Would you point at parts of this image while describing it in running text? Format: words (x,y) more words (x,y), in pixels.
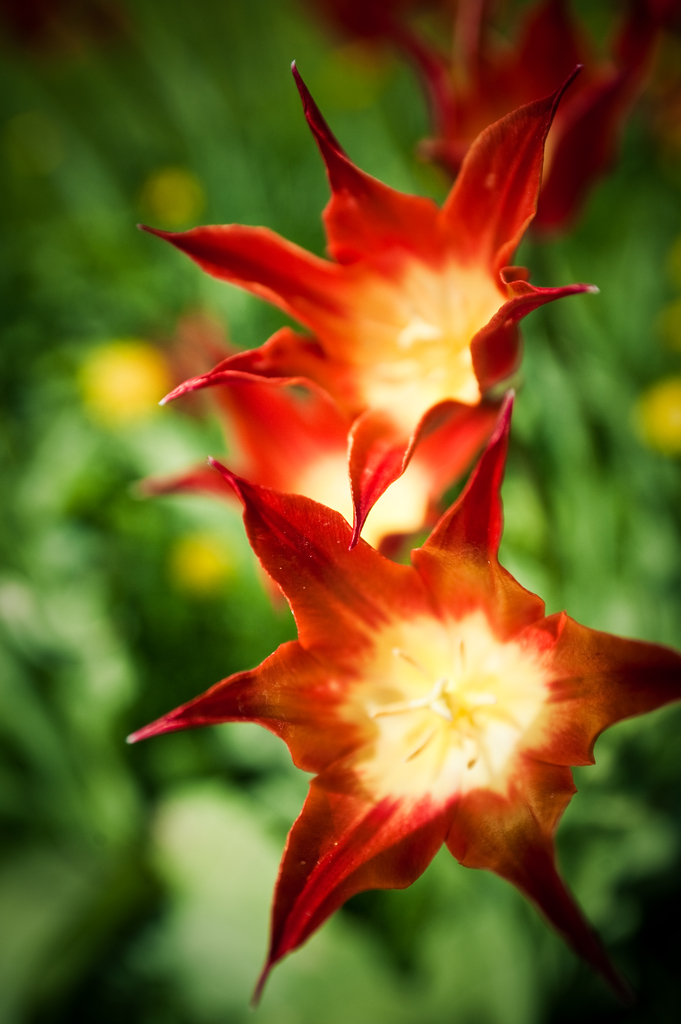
There are flowers (287,494). The background (230,122) is blurred.
